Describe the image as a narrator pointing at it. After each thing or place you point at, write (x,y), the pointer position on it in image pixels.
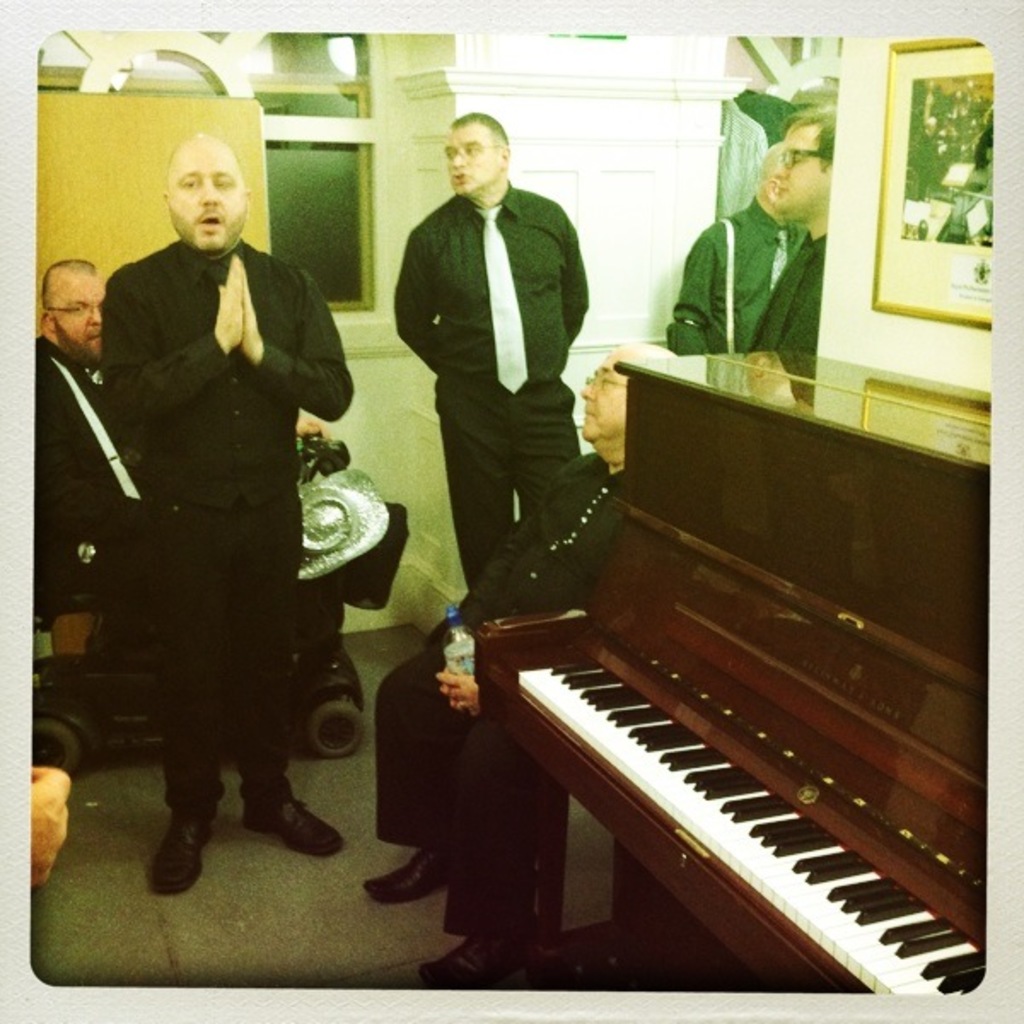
in this image the persons (404,878) are there on the floor (346,841) some people (530,603) they are sitting on the chair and some people (284,333) they are standing on the floor (348,639) beside the person (648,353) some big instrument (735,681) is there some photos (914,114) are hanging on the wall (863,229) and the background (386,150) is white.
